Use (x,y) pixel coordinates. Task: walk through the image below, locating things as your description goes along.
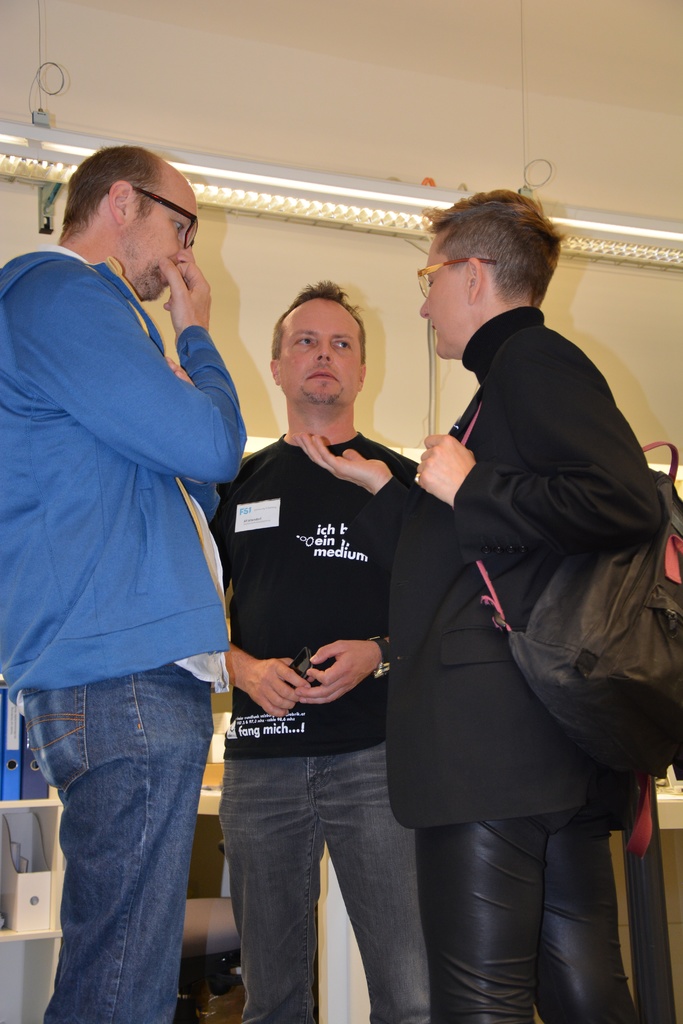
In this image there are three people (346,614) standing, one of them is holding a bag (603,636) on his shoulder (502,372). In the background (293,279) there is a wall (222,282).
